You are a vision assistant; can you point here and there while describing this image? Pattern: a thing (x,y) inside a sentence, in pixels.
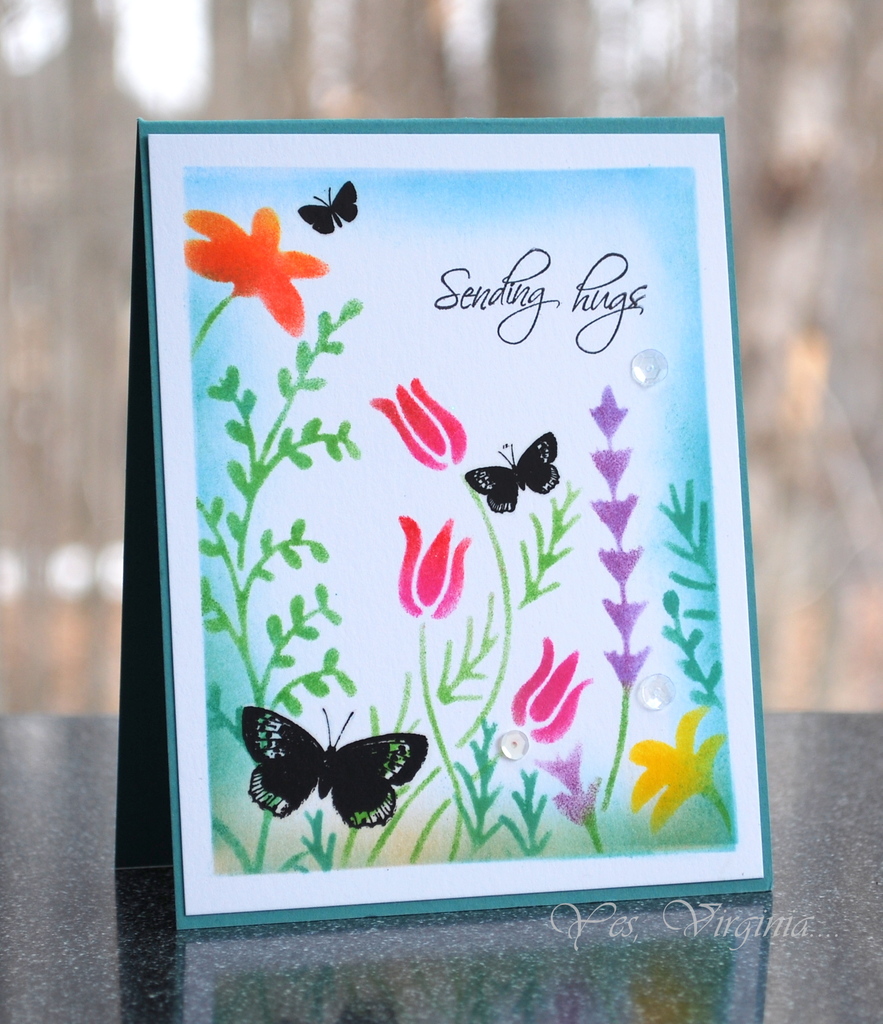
In this picture, we can see poster (511,567) with some text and images (411,614) on an object (785,887), we can see blurred background (813,588), and some text (798,920) on bottom right side of the picture (750,917).
